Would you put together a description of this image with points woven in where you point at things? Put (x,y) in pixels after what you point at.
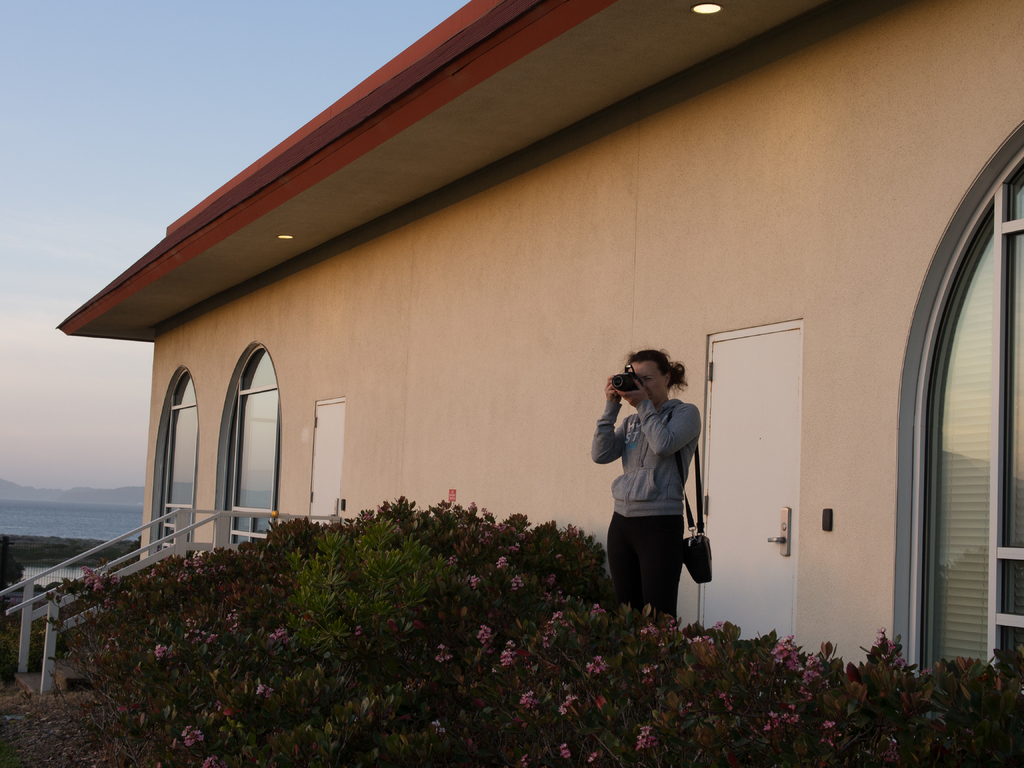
In this picture we can see a woman (652,392) carrying a bag (690,577) and holding a camera (639,380) with her hands (629,400) and standing, flowers (487,632), plants (538,620), house (715,418) with doors (715,418) and windows (194,423), wall (844,233), water (54,510), grass (68,552) and in the background (123,174) we can see the sky (118,368).
